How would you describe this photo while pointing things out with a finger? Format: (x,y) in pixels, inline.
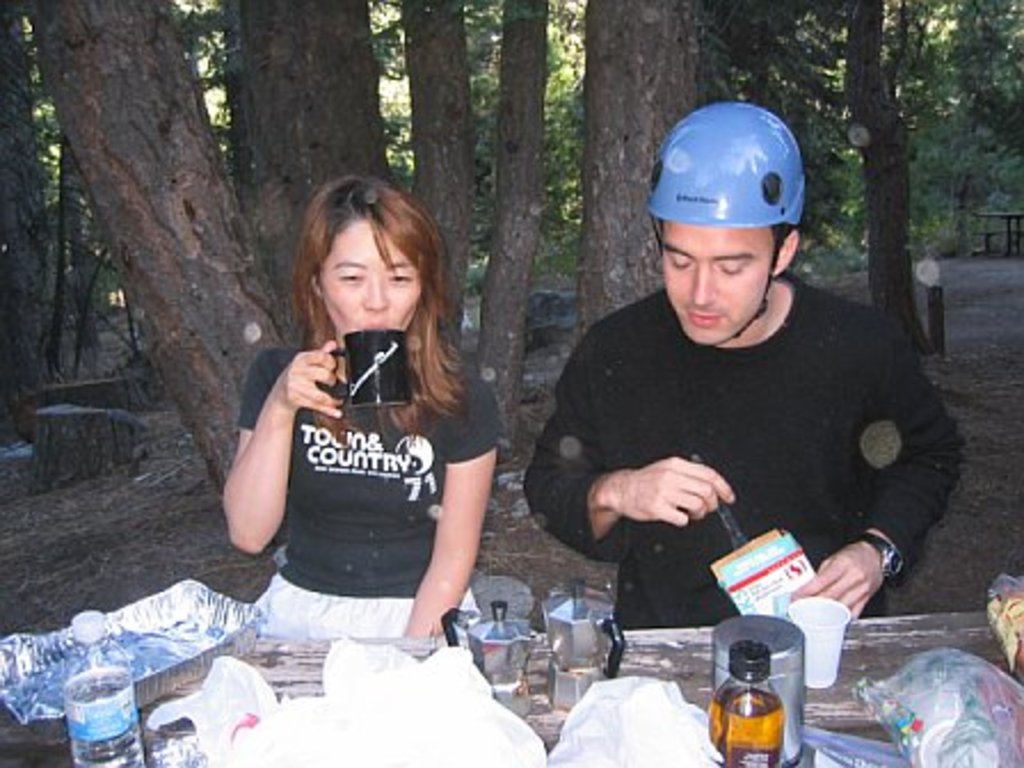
In the picture there is a man (697,559) and a woman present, the woman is catching a cup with the hand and a man (863,309) is catching a box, in front of them there is a table (933,640), on the table (878,641) there are many items (675,698) present, there are covers (454,696) present, there are bottles (743,684) and a container (186,669) present, behind them there are trees (339,32) present.
